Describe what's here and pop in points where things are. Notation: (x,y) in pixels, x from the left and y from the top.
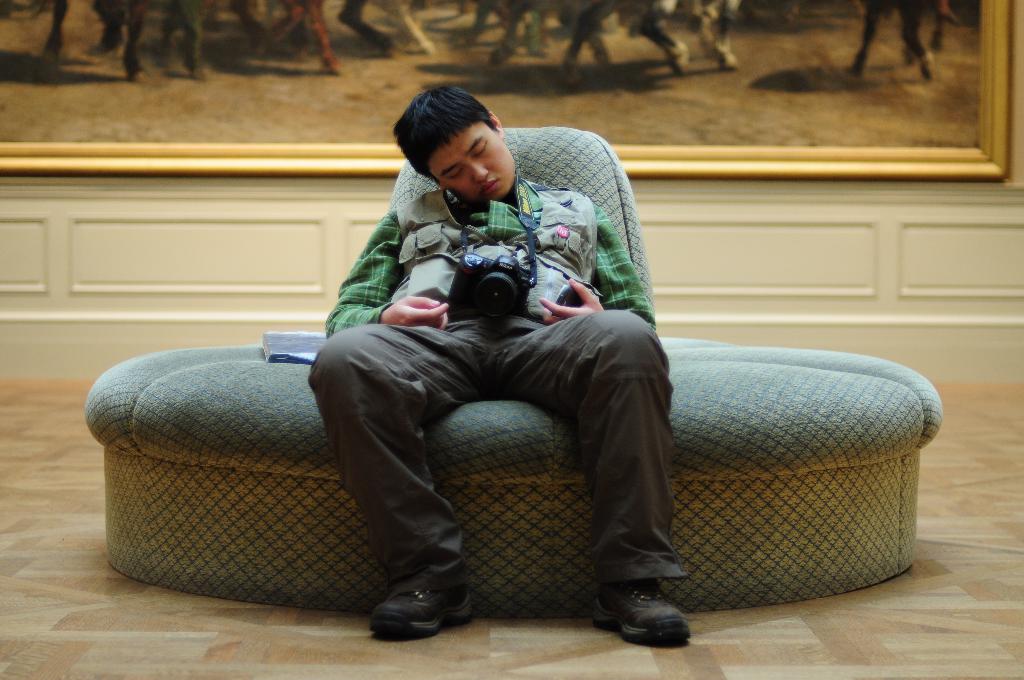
In this image I can see a person (519,337) sitting on the sofa bed (773,414) with closed eyes (481,147). He is wearing brown jacket (520,254) and a camera (478,298). To the side there is a book (297,357) on it. In the back (839,172) there is a frame (837,180) to the wall (845,253).
